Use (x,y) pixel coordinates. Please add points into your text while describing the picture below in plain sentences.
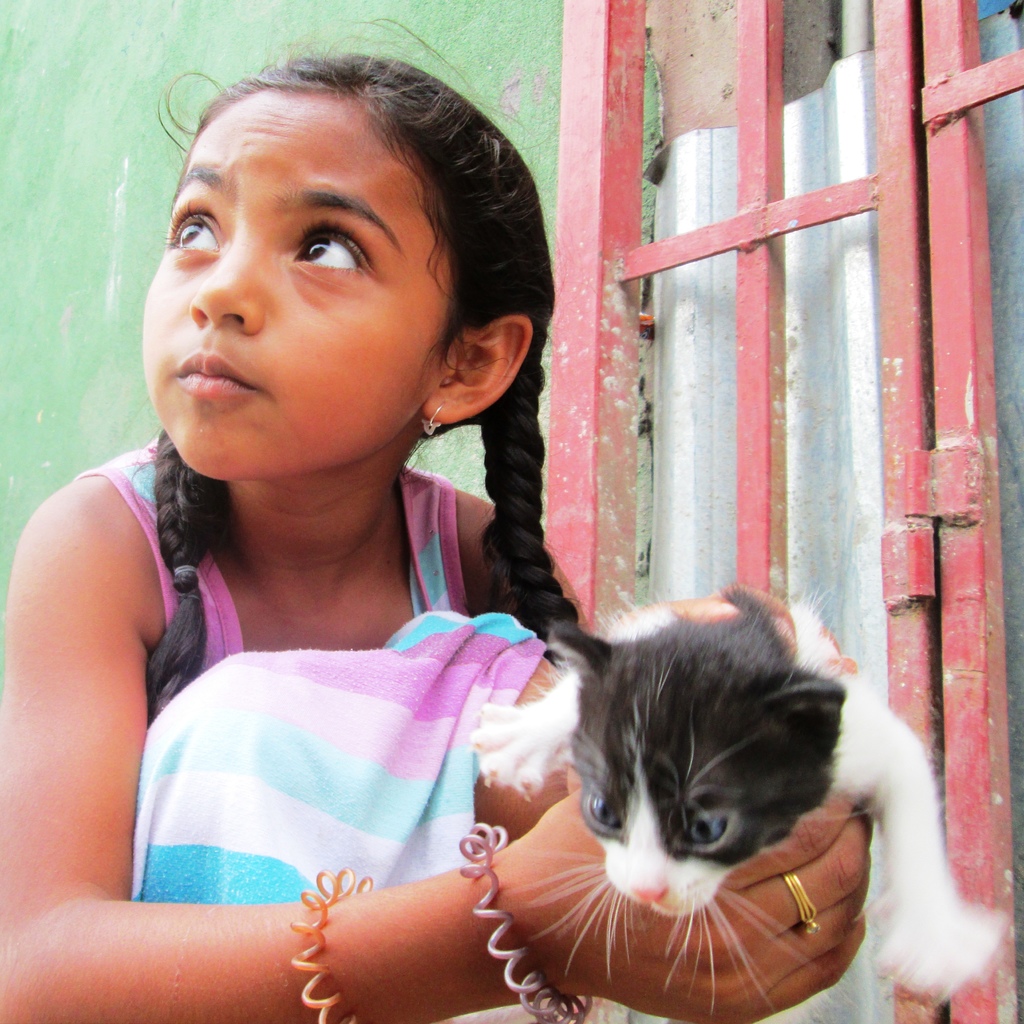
This is the picture of a girl (364,481) who is holding the cat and there is a red color grill (628,244) beside her.
